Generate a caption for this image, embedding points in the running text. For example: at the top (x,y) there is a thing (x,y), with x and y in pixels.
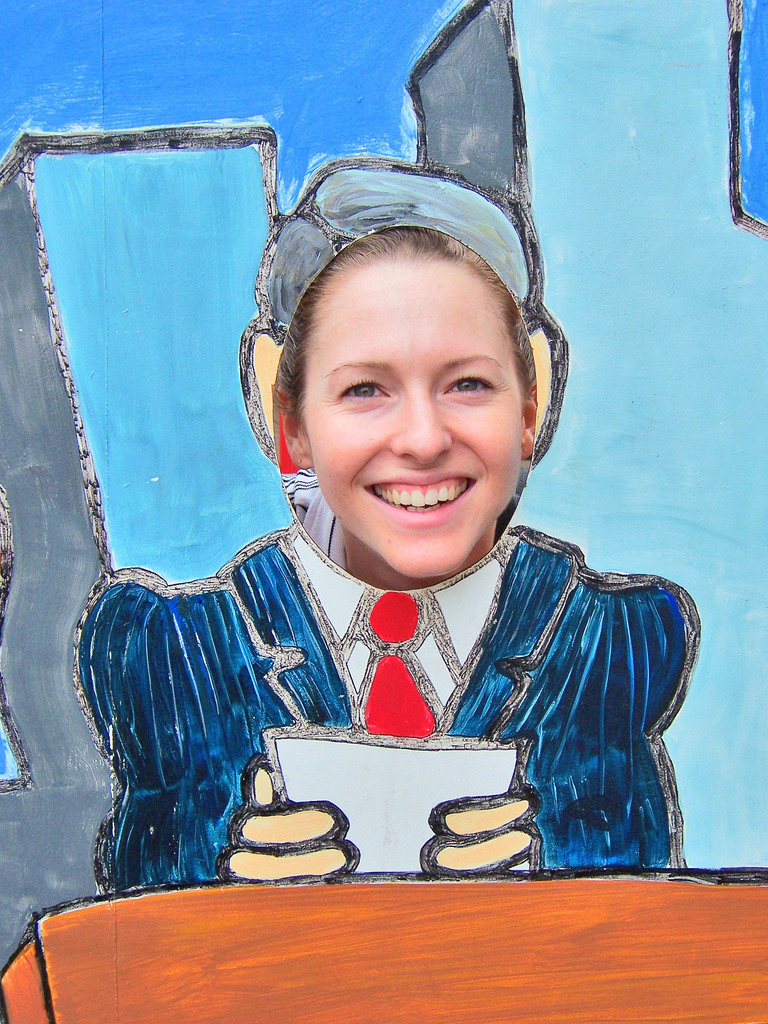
This is a person (410,498), this is paper (399,785).
